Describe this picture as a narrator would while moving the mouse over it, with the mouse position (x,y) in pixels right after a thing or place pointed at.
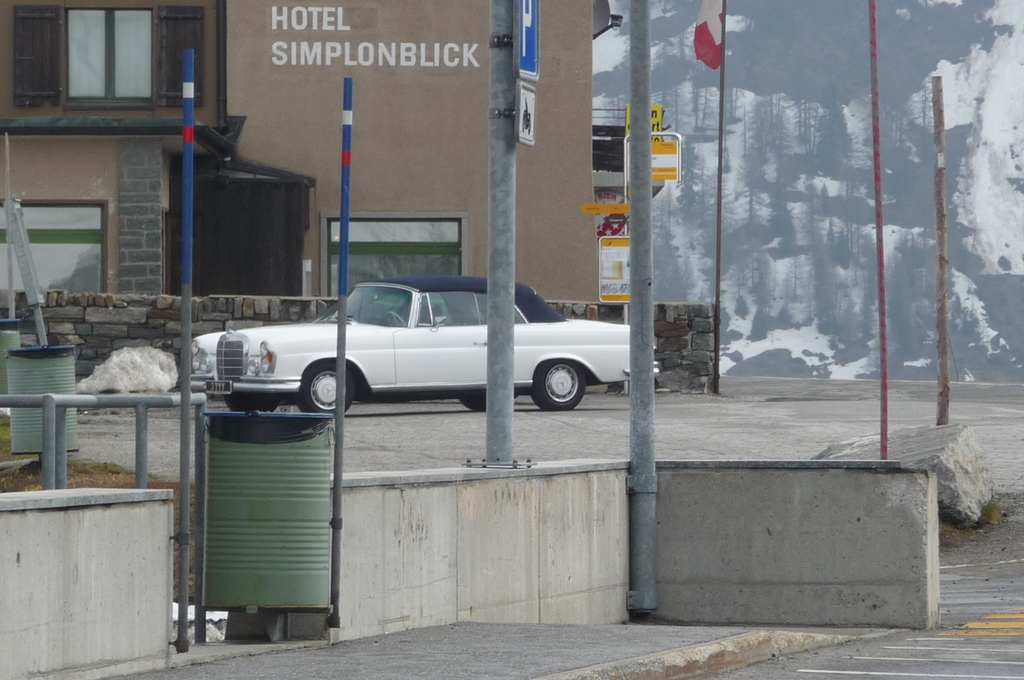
In the picture we can see the wall (103,523) with poles (499,445) and behind it, we can see a car (515,368) and behind it, we can see the building (53,181) with a name hotel simplon blick and beside it we can see the surface of the hill (903,199) with trees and the snow (998,114).
